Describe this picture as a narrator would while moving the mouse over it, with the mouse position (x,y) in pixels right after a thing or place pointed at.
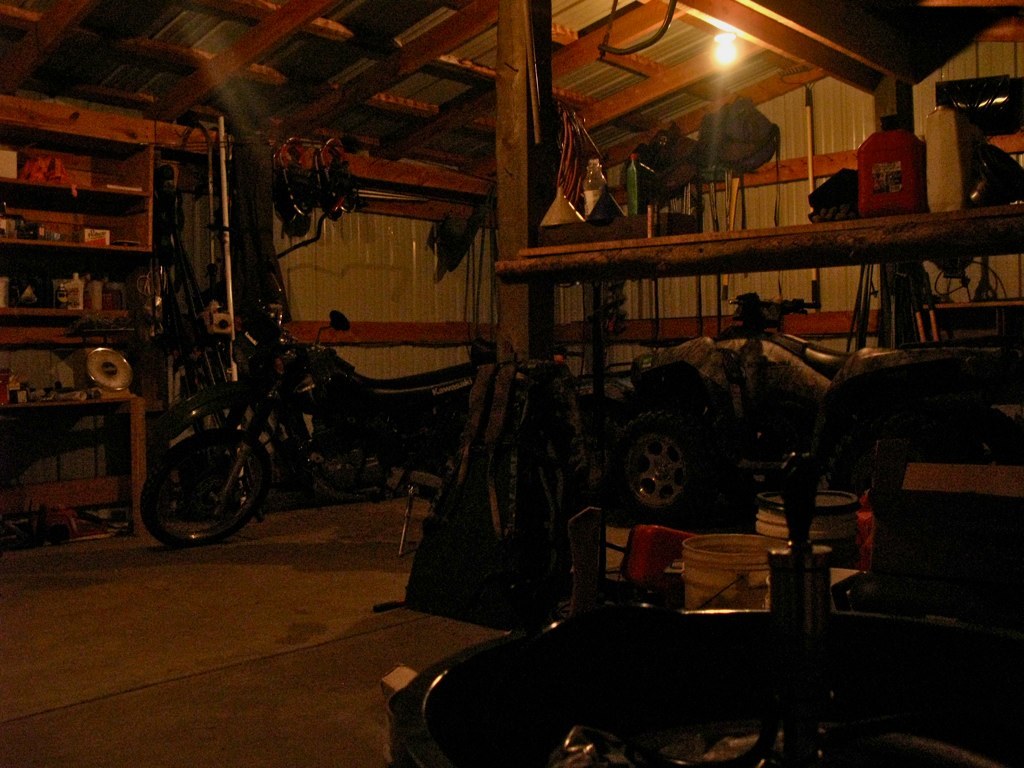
In the image I can see inside view of the wooden room (126,600) where we can see there is a shelf (63,197) with so many objects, bike (317,398) and light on the roof (478,7).
